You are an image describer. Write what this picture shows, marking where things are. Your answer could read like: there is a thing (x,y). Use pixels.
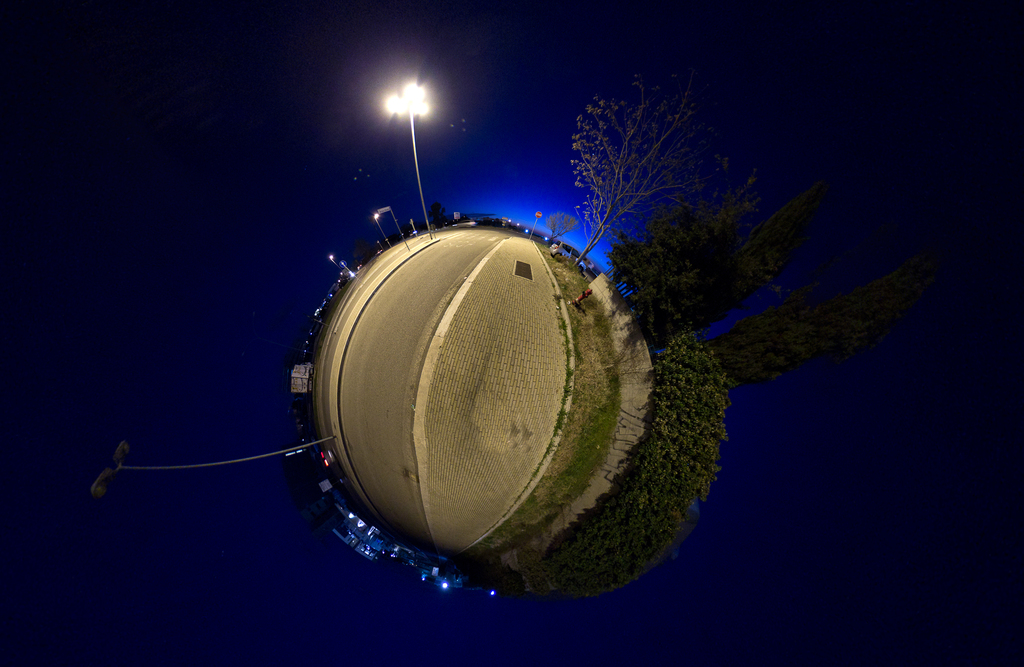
This is an aerial view and here we can see buildings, trees (648,290), lights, poles (408,249) and some vehicles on the road (418,333) and the background is blue color.
